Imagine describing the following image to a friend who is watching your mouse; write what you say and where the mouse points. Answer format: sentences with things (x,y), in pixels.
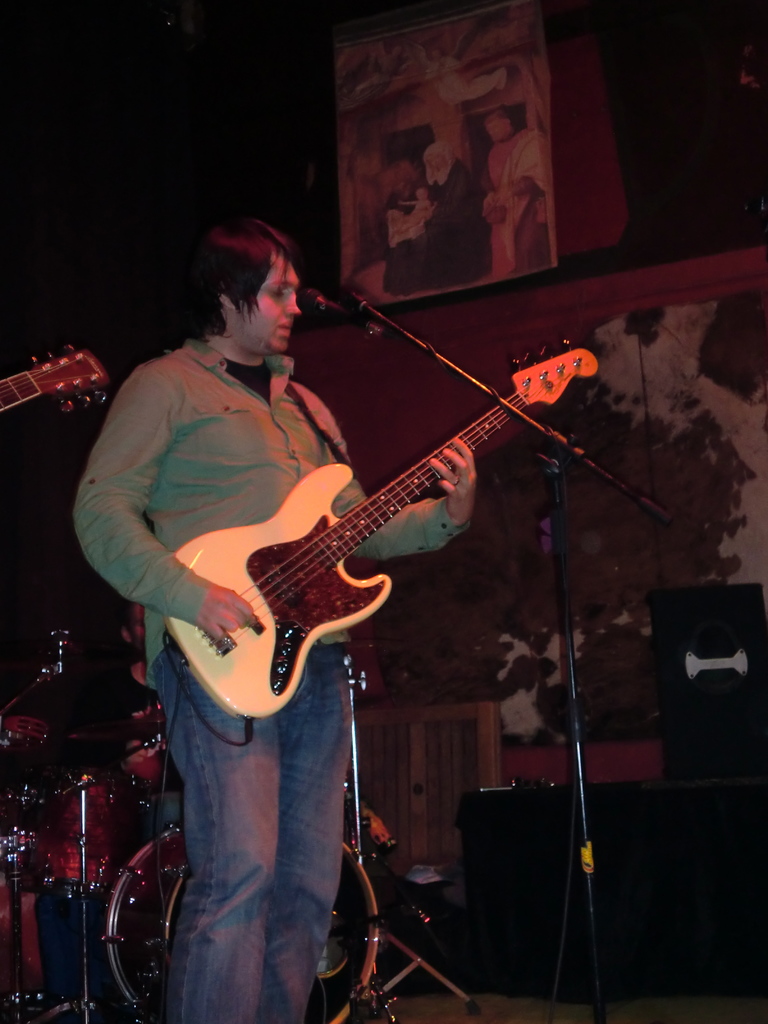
In this picture there is a man (260,522) playing a guitar (347,597). There is a mic (387,315). There is a frame (436,258) on the wall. There are few musical instruments (18,733) and an object (668,680) at the background (671,681).
